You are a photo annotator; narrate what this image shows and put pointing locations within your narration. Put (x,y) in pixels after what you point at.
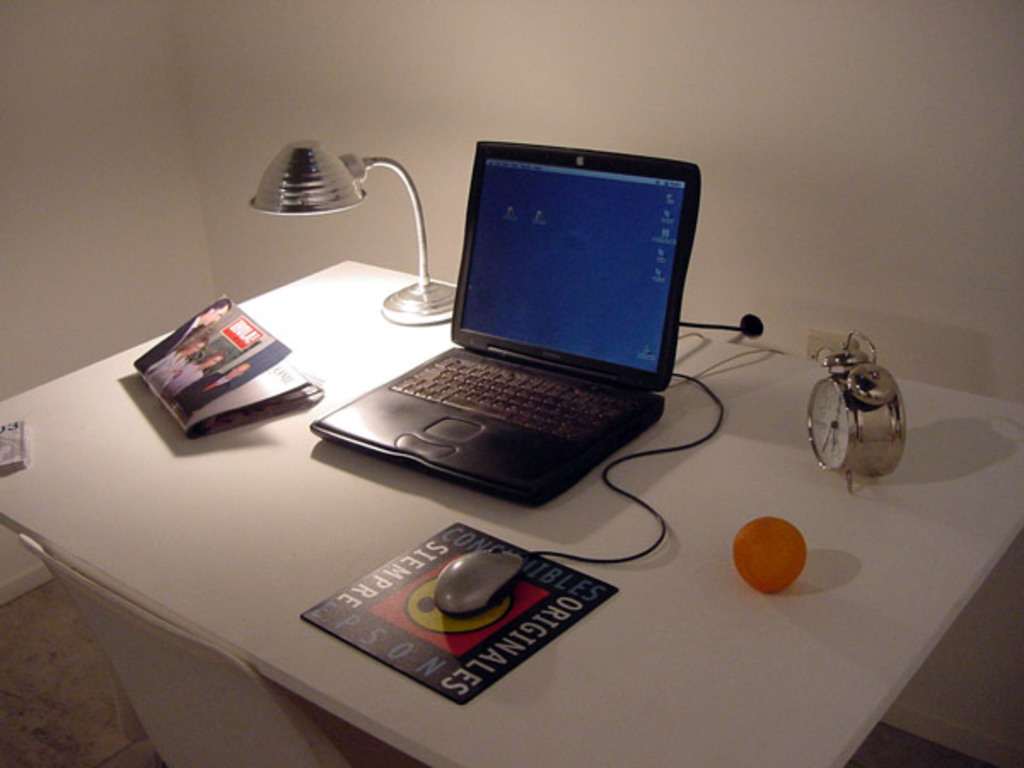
In this picture we can see a ball (742,553), clock (880,441), mouse (443,591), laptop (442,437), light (418,300) and a book (209,381) on the table (373,501).
